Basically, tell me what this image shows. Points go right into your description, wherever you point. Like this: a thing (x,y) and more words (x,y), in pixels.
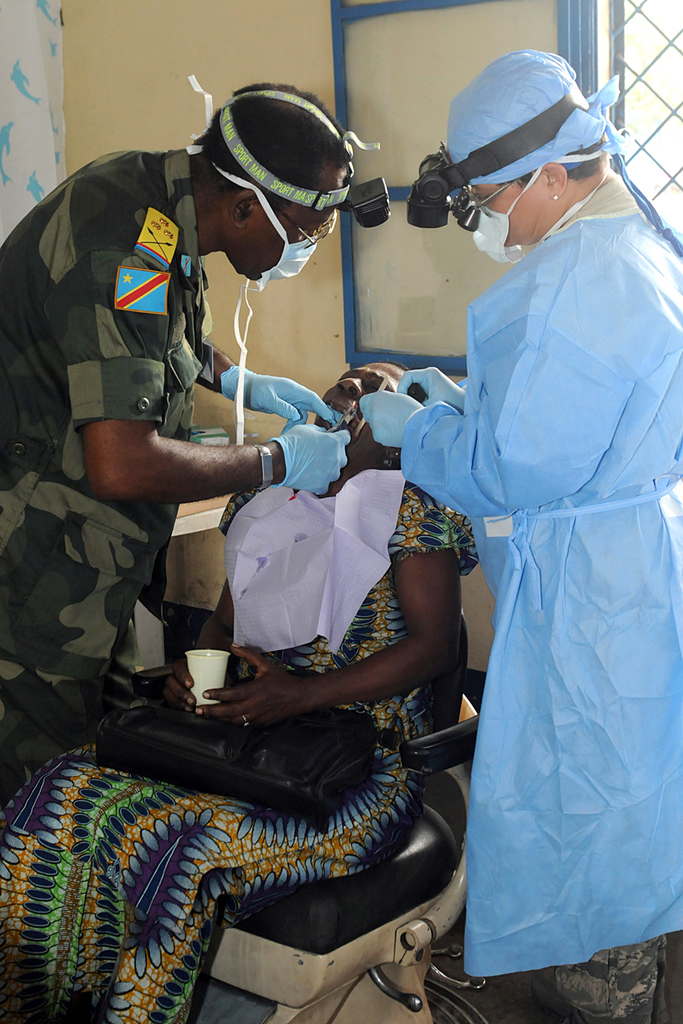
There one woman (246,848) holding a glass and sitting on the chair (332,1002) as we can see at the bottom of this image (351,882). We can see a man (94,403) on the left side of this image (81,407) and a person (547,528) is on the right side of this image (542,559) as well. We can see a wall (145,64) in the background (184,36).
